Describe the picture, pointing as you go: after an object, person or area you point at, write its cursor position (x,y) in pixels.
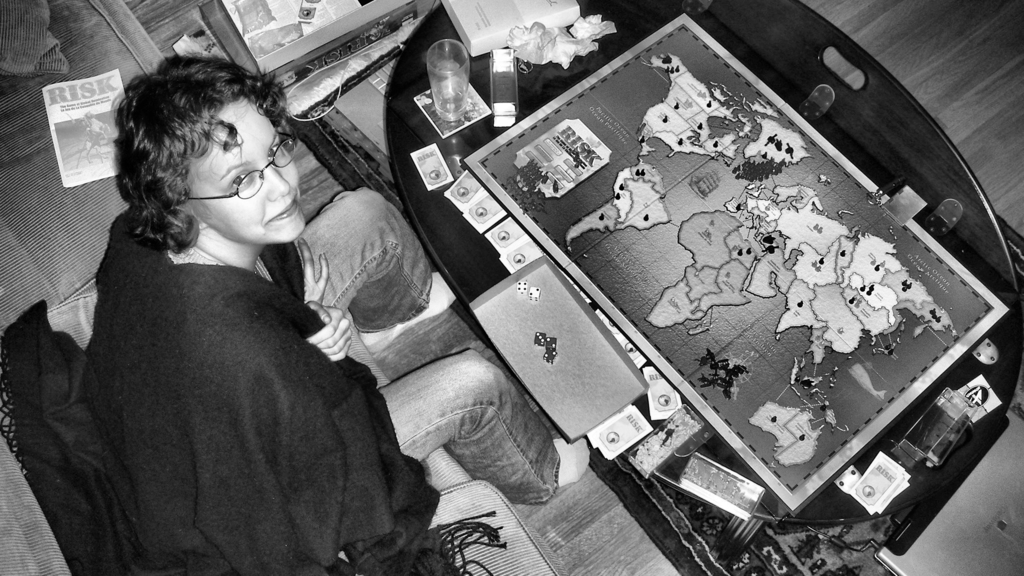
In this image I can see the person (263,261) with the dress (255,362) and specs (249,172). I can see the book (77,121) to the side of a person (124,190). In-front of the person (455,370) I can see the teapoy (715,447). On the teapoy (711,482) I can see the map (751,269), cards (885,477), glass (460,79), books (509,8), laptop (974,514) and some objects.
